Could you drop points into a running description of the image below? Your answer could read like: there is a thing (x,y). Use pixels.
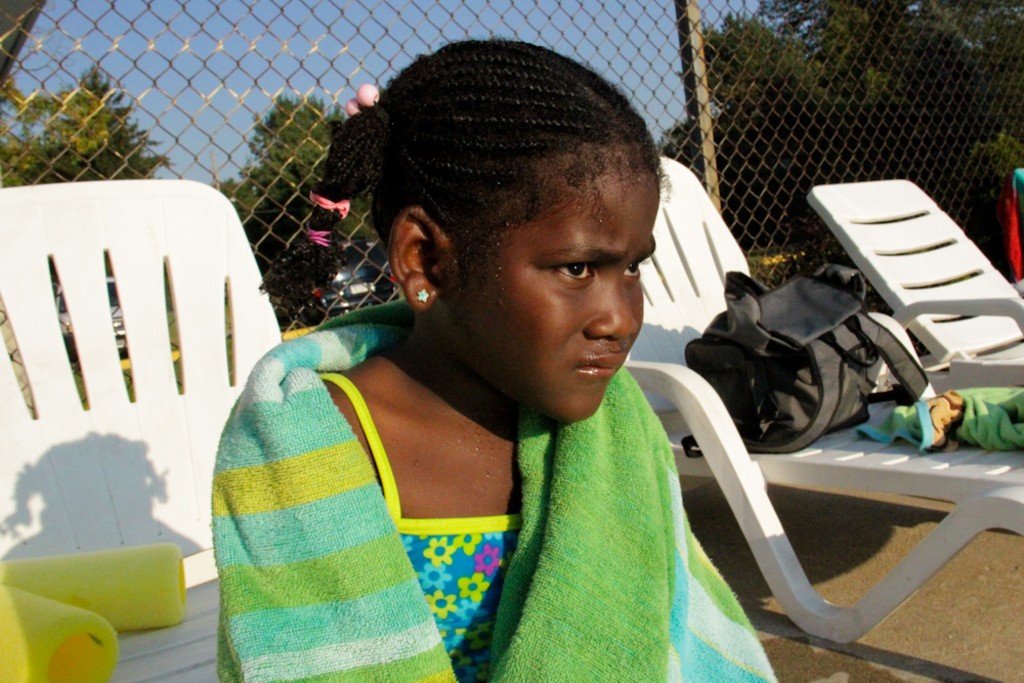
In this picture there is a girl (545,363) sitting on the chair (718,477).
